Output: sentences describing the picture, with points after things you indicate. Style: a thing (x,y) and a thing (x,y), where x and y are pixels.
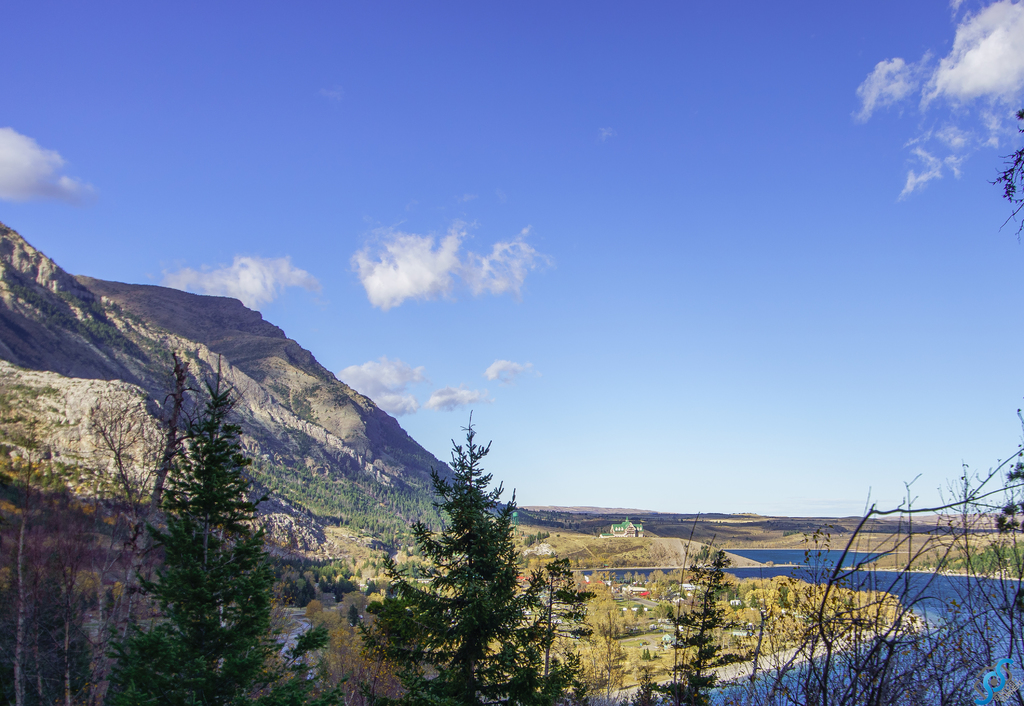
This is an outside view. At the bottom (480,674) there are few trees (402,664). On the right side (784,552) there is a river (935,655) and I can see few houses (641,588) on the ground (596,592). On the left side (59,366) there are few hills (134,318). At the top of the image (546,156) I can see the sky (347,278) and clouds (408,283).
